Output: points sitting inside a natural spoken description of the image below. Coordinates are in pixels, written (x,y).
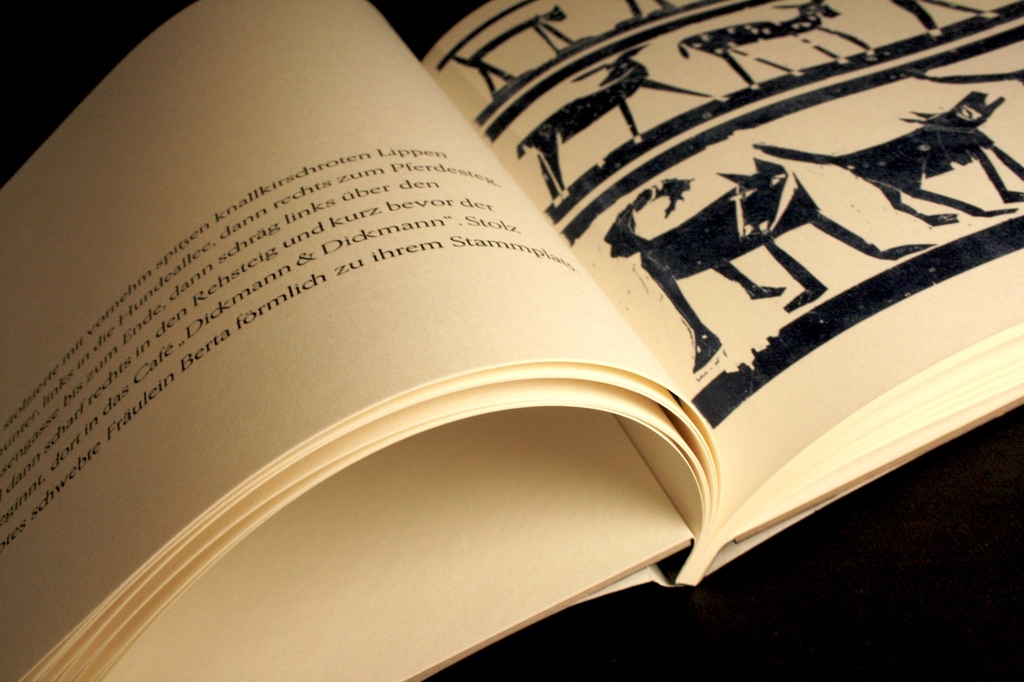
In this image I can see a book (581,281). On the papers (352,283) I can see the text (352,249) and few images (694,230) of animals (764,244). The background (743,643) is in black color.
